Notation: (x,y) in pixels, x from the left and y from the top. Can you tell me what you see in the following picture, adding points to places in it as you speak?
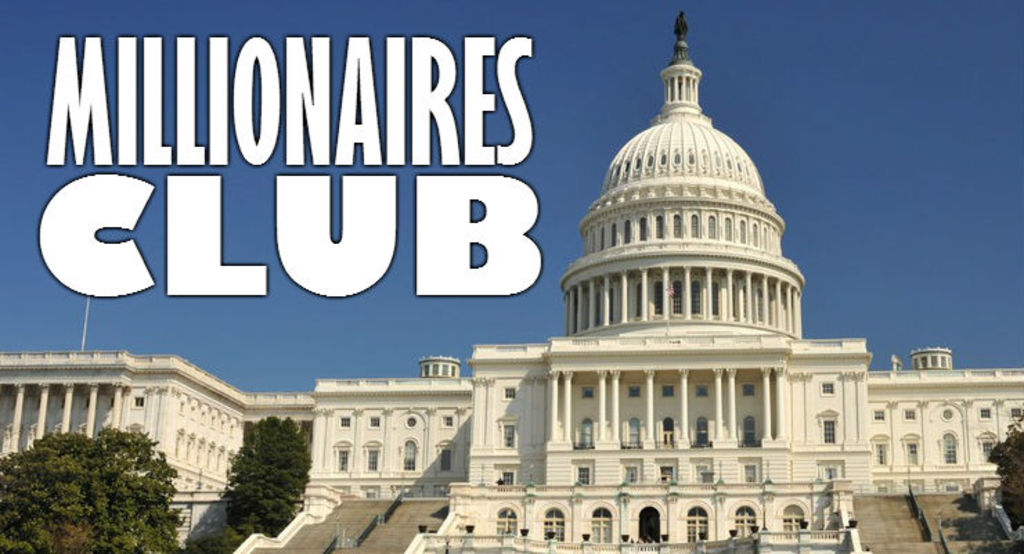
In this image we can see a building (358,434). There are trees (274,471). At the top of the image (841,83) there is sky (822,77). There is some text (235,90). At the bottom of the image (367,545) there are staircase (374,538).
